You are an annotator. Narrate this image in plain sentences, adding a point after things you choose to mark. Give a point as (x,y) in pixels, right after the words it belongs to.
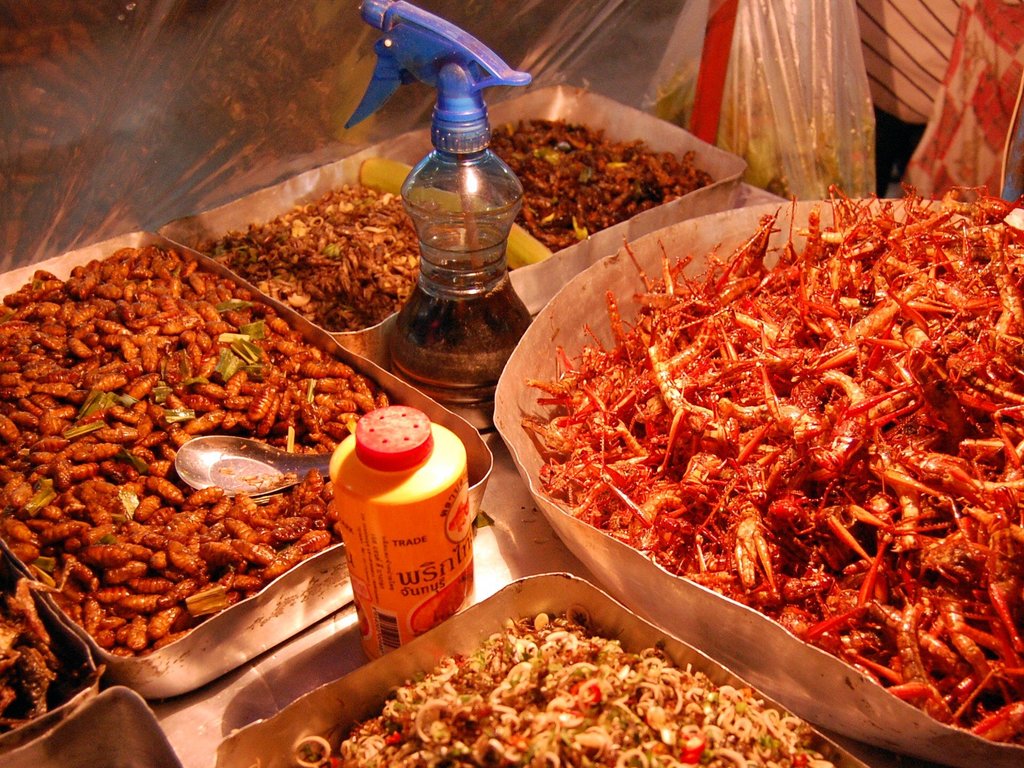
In this picture we can see food (133,486) in the plates (523,464), beside to the plates (295,572) we can find a plastic cover (728,84) and few bottles (454,388).
